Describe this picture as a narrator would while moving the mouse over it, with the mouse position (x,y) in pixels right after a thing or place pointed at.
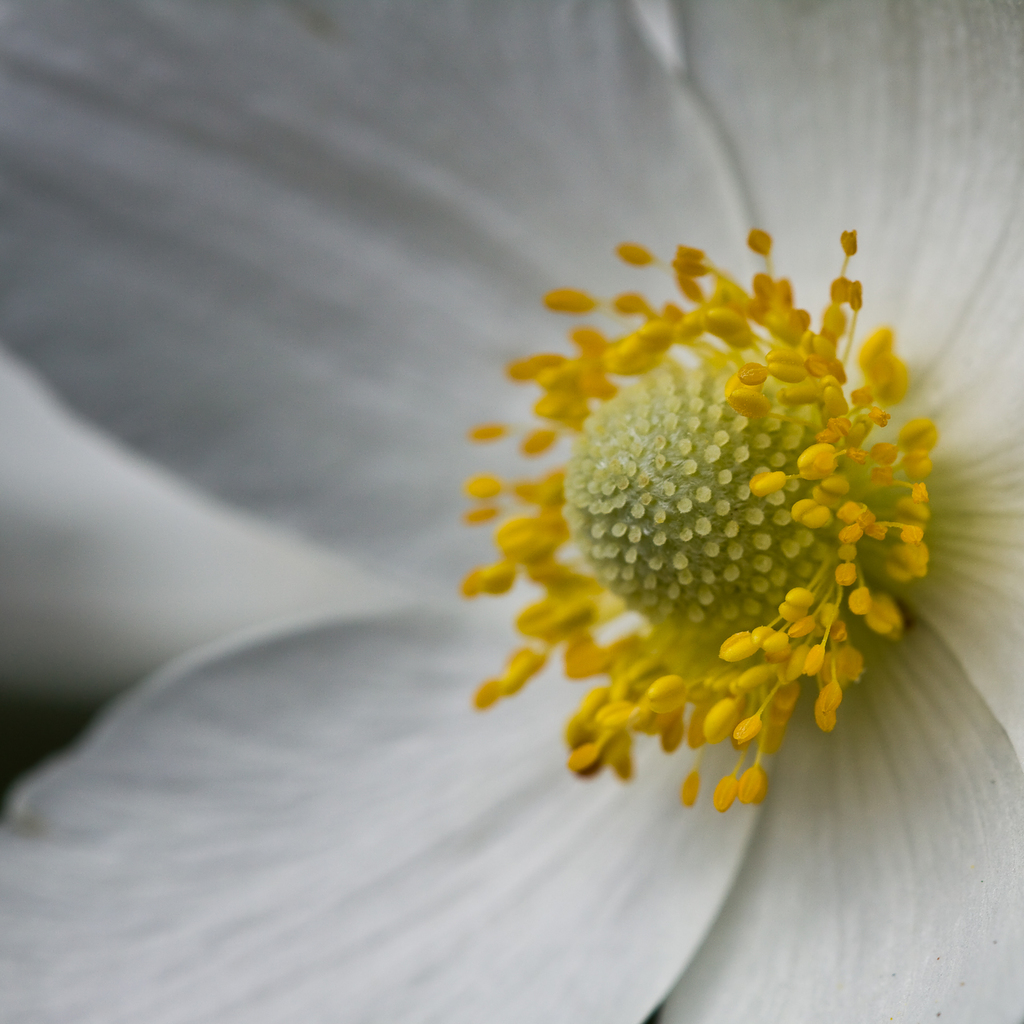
In this picture I can see a white color flower (327,516) and yellow color pollen grains (477,513).
